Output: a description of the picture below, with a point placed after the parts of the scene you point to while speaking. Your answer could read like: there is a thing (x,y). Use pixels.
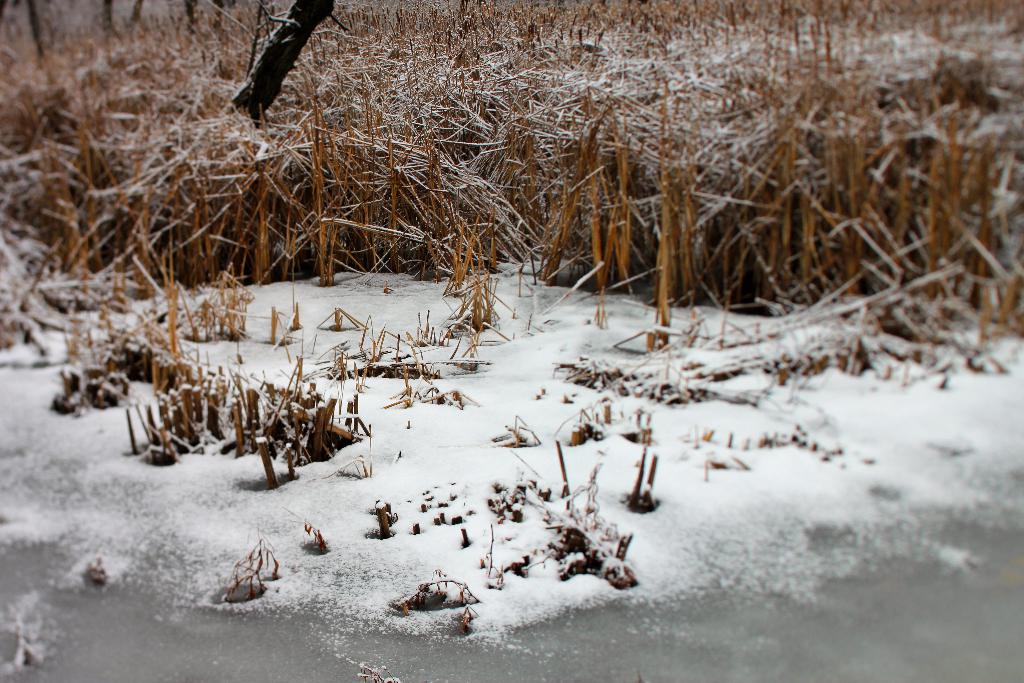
Here at the bottom (327,536) we can see grass (320,424) covered with ice (505,419). In the background (81,163) we can see grass (96,54) and on the left (290,403) there are wooden sticks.
